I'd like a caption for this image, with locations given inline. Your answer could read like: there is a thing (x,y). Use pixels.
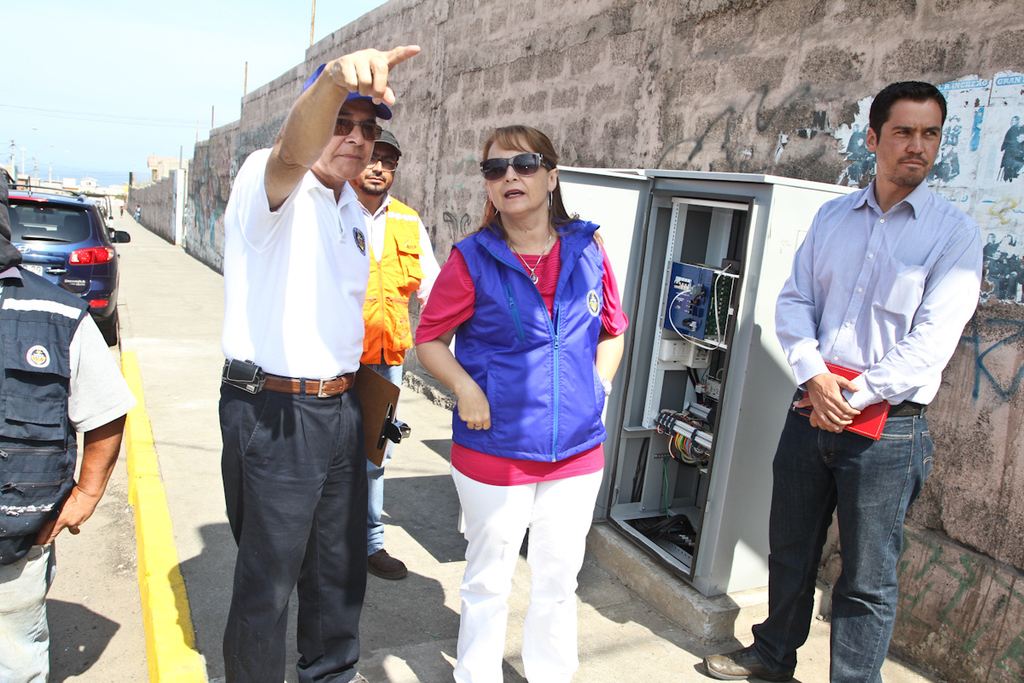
In this image we can see people (470,387) standing. On the right (921,520) there is an electric cabinet (733,456) and a wall (466,217). In the background (107,263) there is a car (106,236), poles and sky (138,88).
